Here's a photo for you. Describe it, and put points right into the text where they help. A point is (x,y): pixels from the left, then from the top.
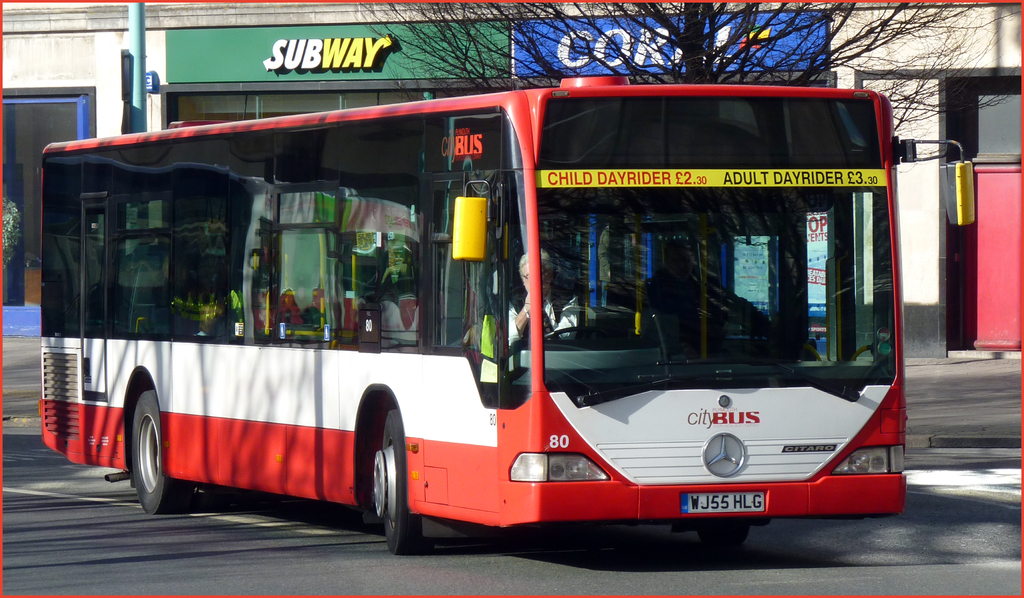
In the picture we can see a road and on it we can see a bus (311,386) with full of glasses (211,179) and windshield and on it we can see a red color and white color borders (260,380) on it and in the background (673,76) we can see a tree (682,59) and some shops (670,48) to the buildings (149,25) like Subway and another shop (656,70) beside it.
